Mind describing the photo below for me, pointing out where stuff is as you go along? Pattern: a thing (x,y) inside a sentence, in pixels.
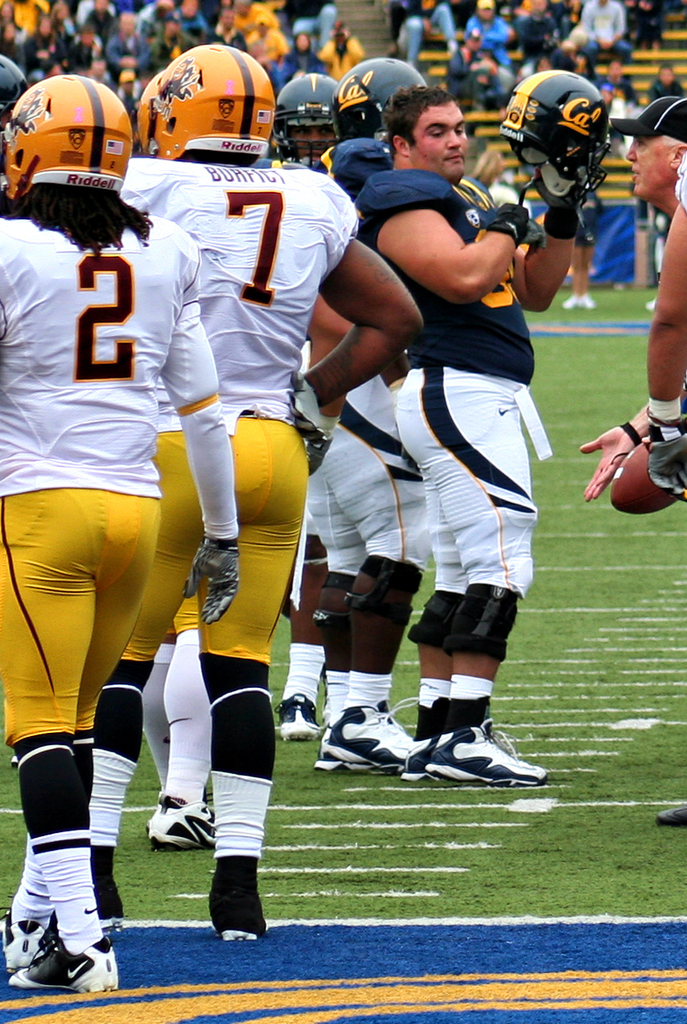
Here we can see few persons (501,553) on the ground (530,830) and this is grass (631,680). In the background (81,42) we can see crowd (589,55).
